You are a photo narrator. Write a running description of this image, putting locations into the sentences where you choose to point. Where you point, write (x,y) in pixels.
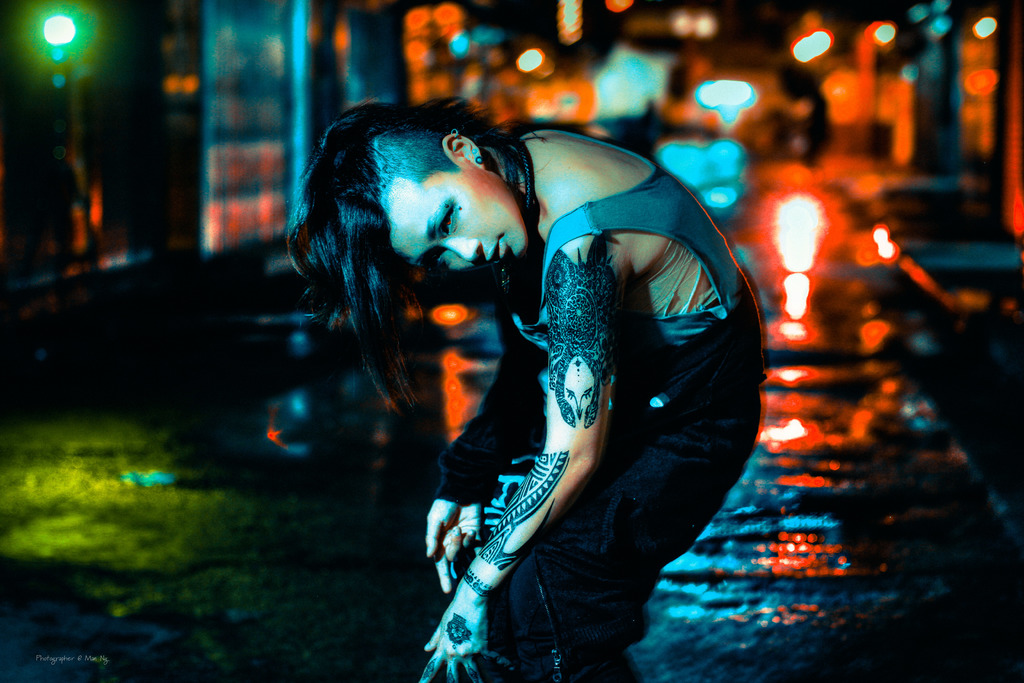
In this picture we can observe a person (550,328) wearing a black color dress (619,425) on the road (836,518). On the left side (61,37) we can observe green color light (50,29). In the background (832,68) we can observe red color lights (815,233) and it is completely blur.
